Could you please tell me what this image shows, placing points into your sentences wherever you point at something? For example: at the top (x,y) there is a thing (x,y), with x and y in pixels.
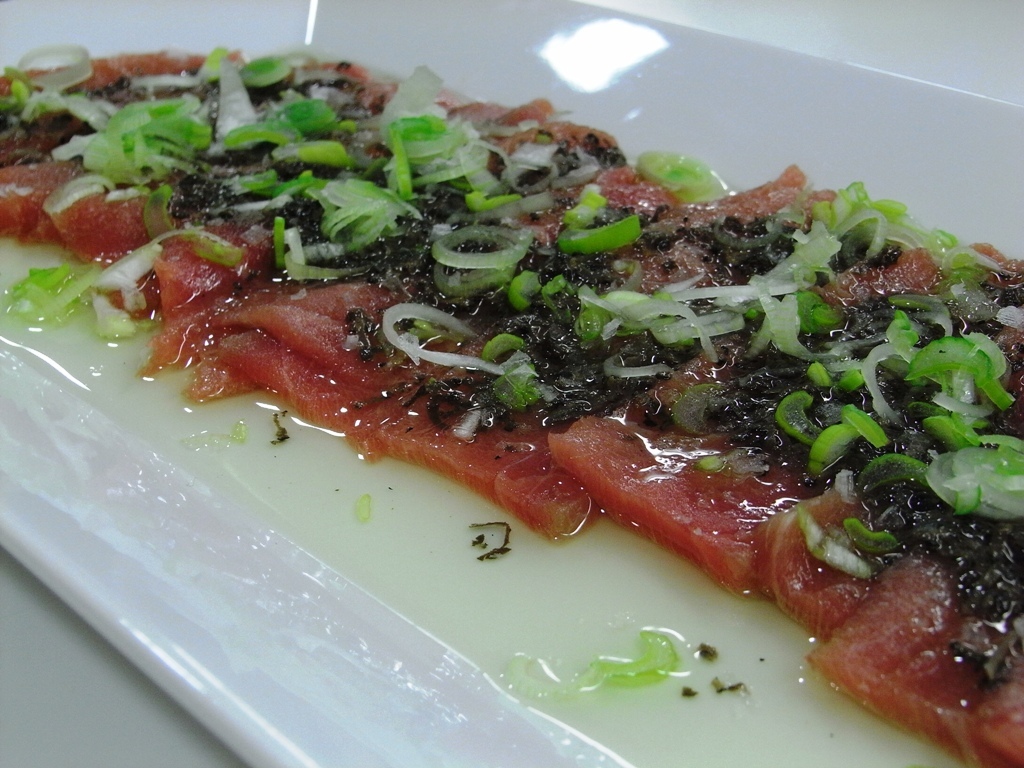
In this image I can see a white colored plate (312,659) and in the plate (316,647) I can see a food item (464,334) which is green, black and brown in color.
